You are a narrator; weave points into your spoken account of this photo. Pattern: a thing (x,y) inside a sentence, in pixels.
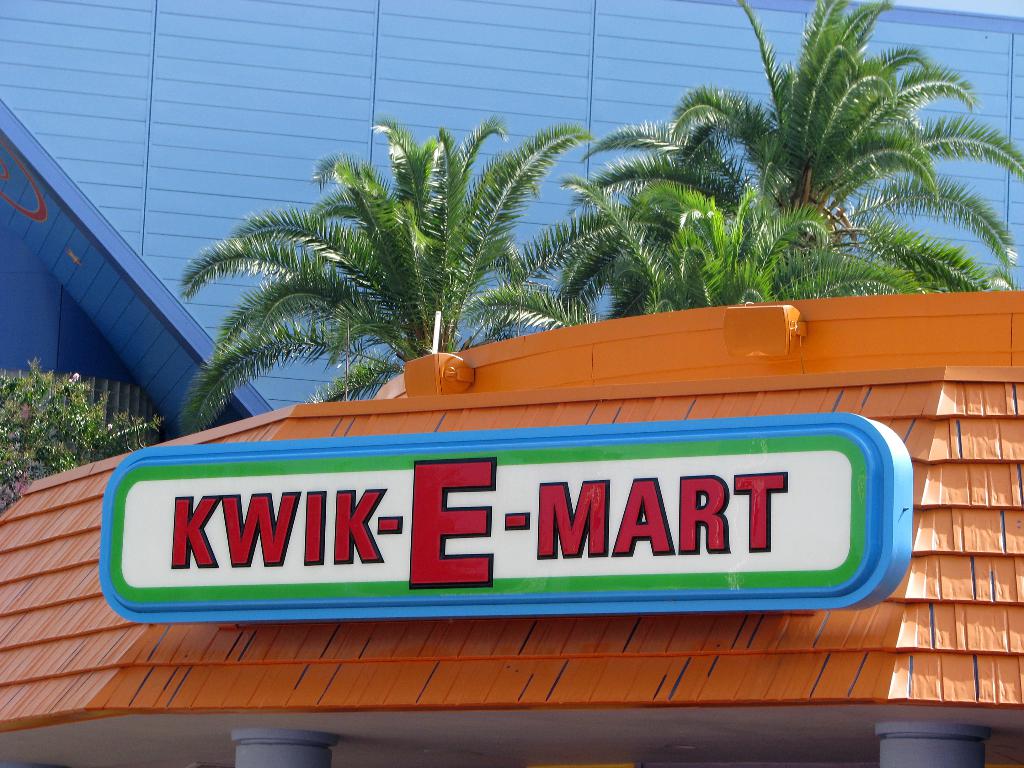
In this picture I can observe board (395,583) in the middle of the picture (633,496). In the background (8,270) I can observe trees (394,242) and buildings (367,144).
